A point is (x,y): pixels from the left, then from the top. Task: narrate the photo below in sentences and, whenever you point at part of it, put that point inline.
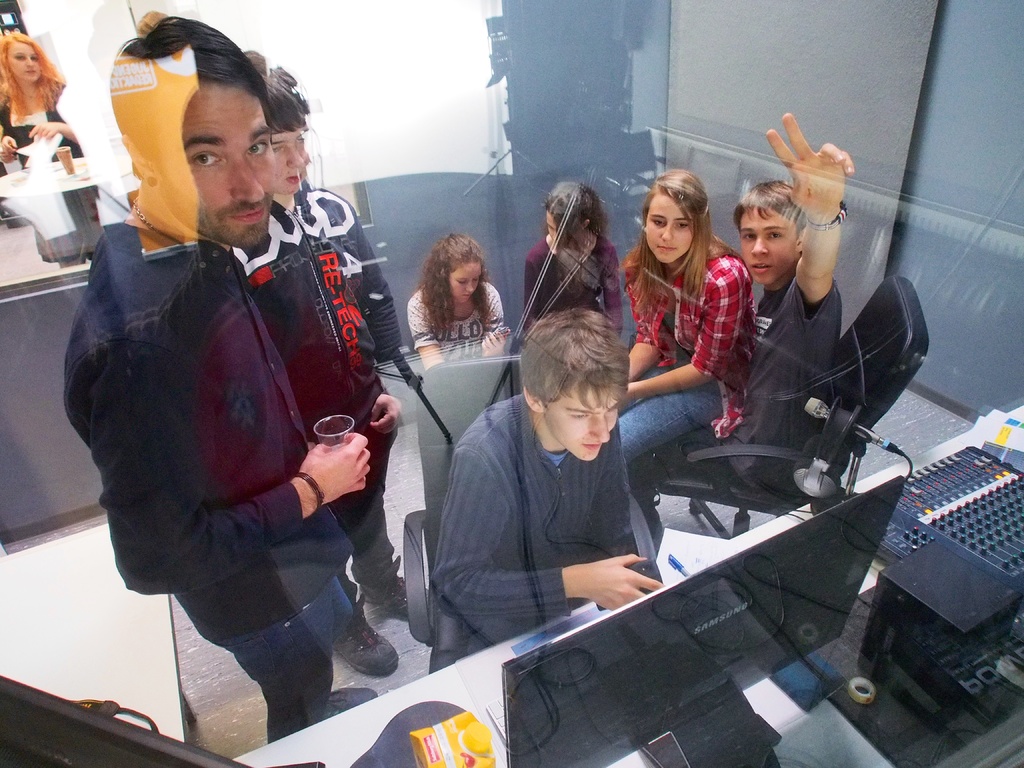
In the center of the image (533,380) there is a person (588,334) sitting on a chair (657,529). At the bottom of the image (544,643) there are many objects (992,485) on the table (296,753) like monitor (873,508), mic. At the left side of the image (168,539) there is a person (250,156) holding a glass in his hand (352,488). There are many people (333,342) in the image. At the background of the image (542,156) there is a wall (767,59).
